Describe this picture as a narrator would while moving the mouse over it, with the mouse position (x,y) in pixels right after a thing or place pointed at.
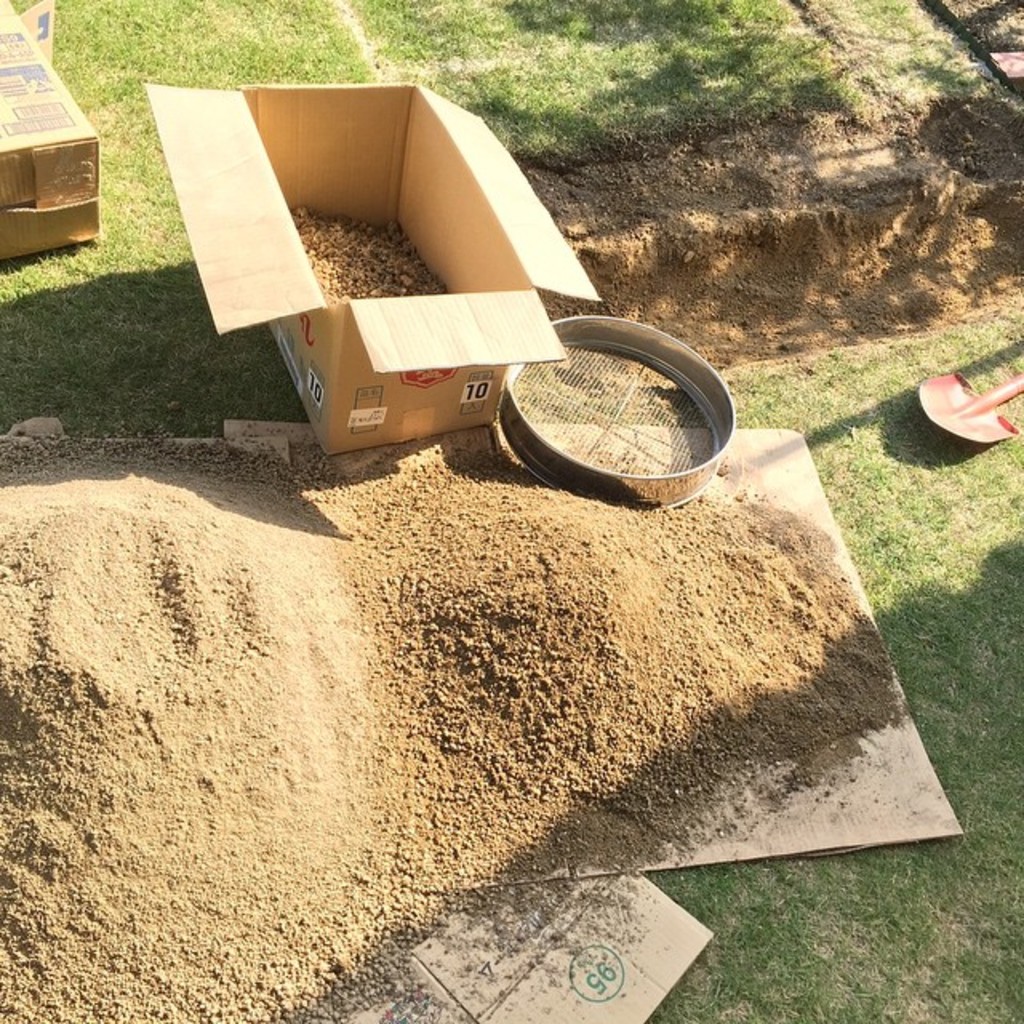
In this image we can see a sand (347,674), cardboard (422,299), a net (558,392) and a shovel (966,393).
